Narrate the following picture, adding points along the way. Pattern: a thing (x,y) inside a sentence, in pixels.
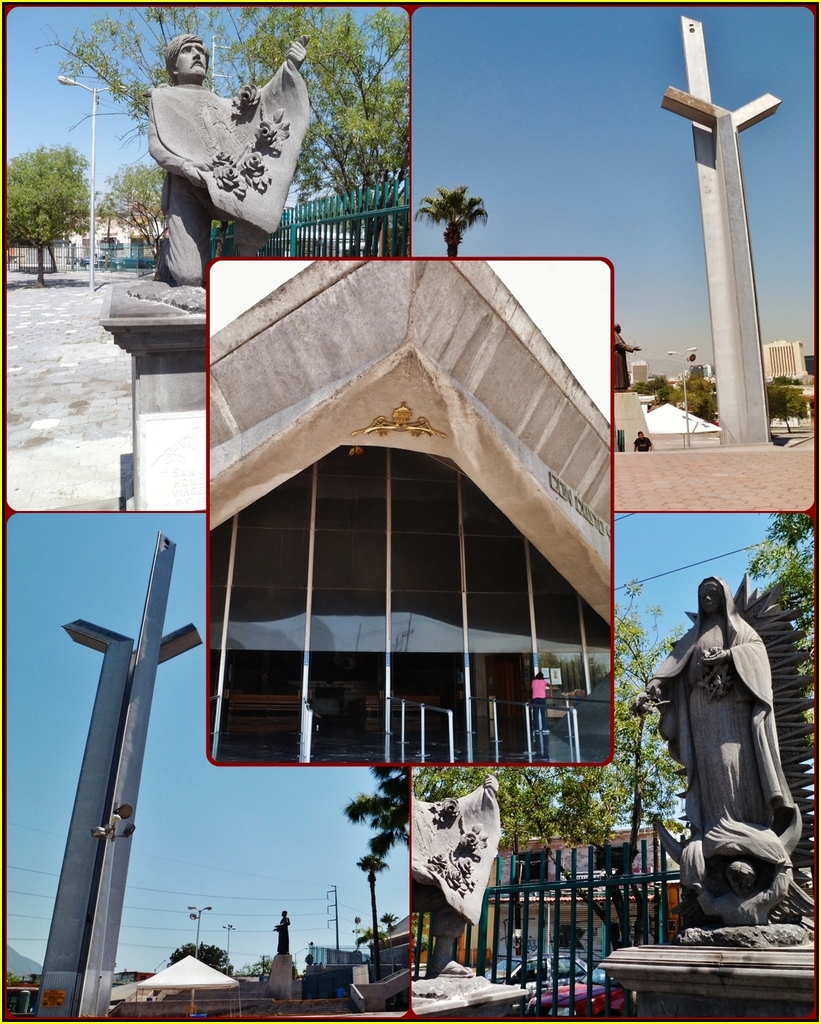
In this image I can see few pictures (741,257), on the pictures (537,325) I can see sculptures (212,121) and boards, trees (462,228) and fence (419,930) and building (434,545) visible. And the sky (89,610) visible.
